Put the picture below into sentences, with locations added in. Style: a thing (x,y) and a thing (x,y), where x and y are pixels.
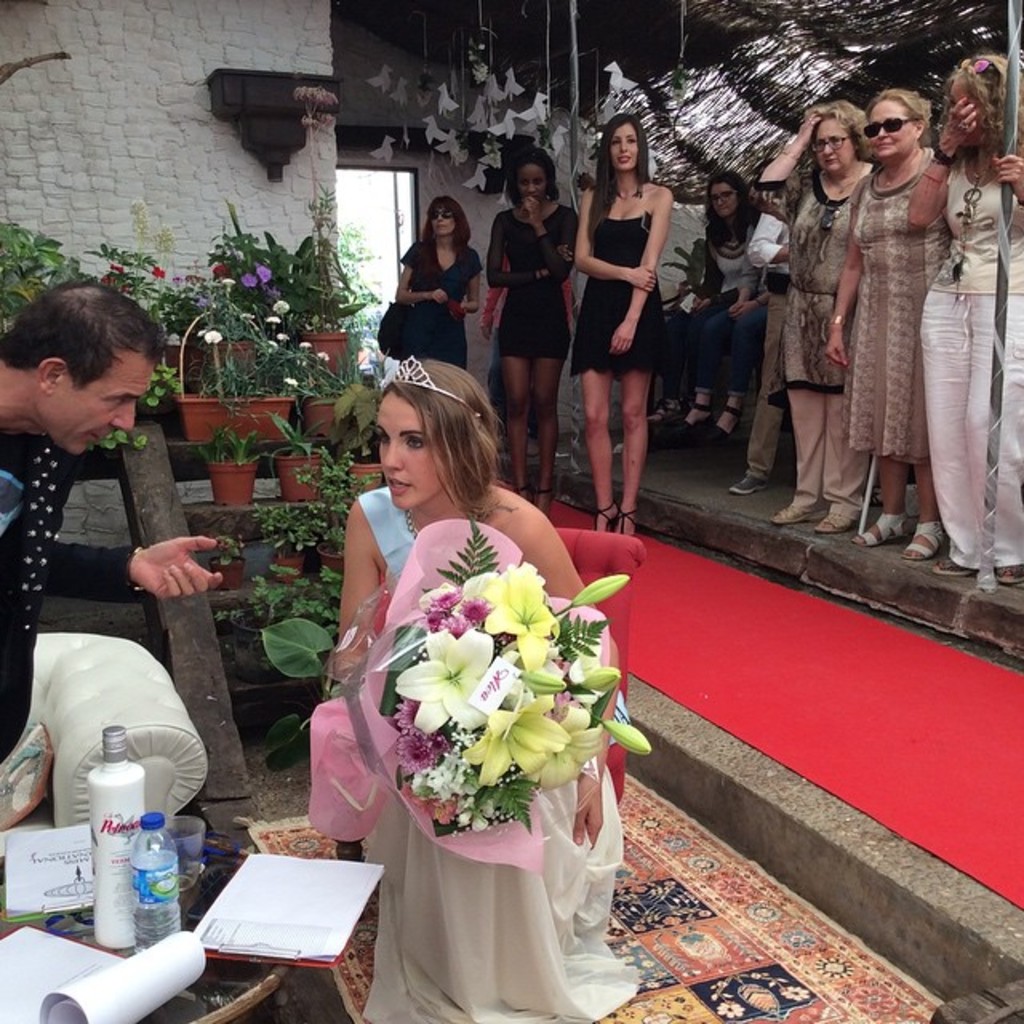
In this image, we can see so many people (531,924). In the middle (602,571), woman (558,545) is sat on red chair (589,569), she hold bouquet (452,686). On left side (159,554), we can see a man (36,504) is talking with her. At the bottom (307,965), there is a table (261,995), few items (233,946) are placed on it. Background (300,297), we can see wall (216,157), plants (309,265), trees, hangings (452,96) and door (386,238).
